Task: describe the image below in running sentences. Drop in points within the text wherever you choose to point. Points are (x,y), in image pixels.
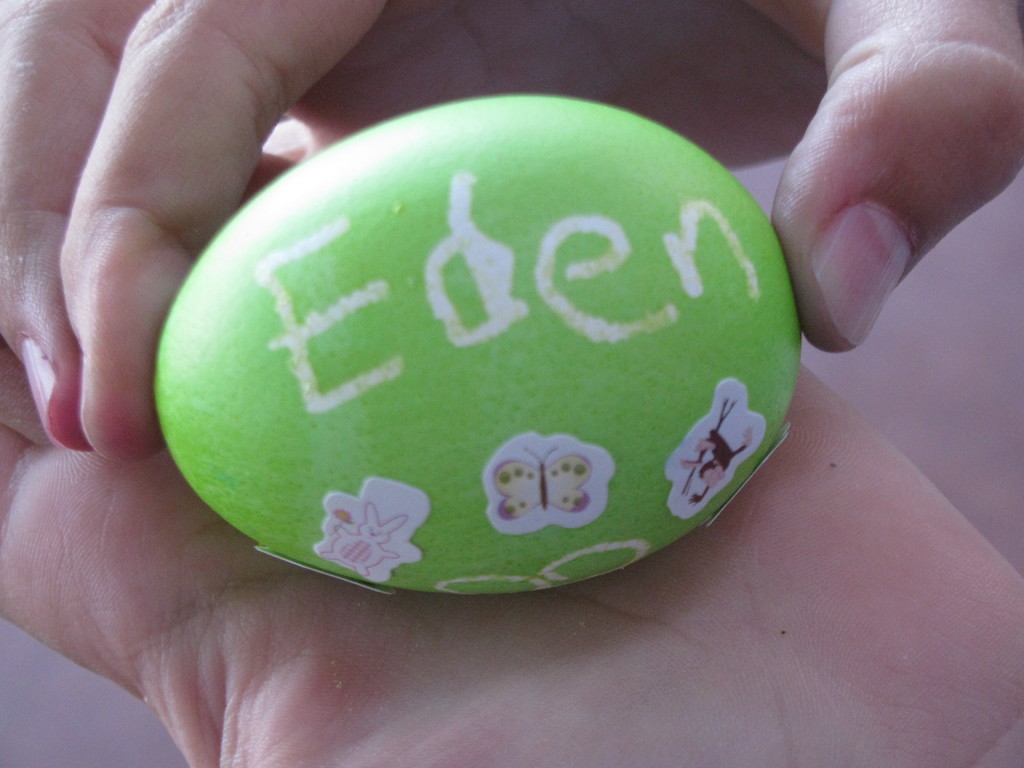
In this picture we can see a person (635,43) holding an object (597,214) which is in green color and in an oval shape. On the object (427,578) we can see tiny stickers (568,518) and there is something written.
